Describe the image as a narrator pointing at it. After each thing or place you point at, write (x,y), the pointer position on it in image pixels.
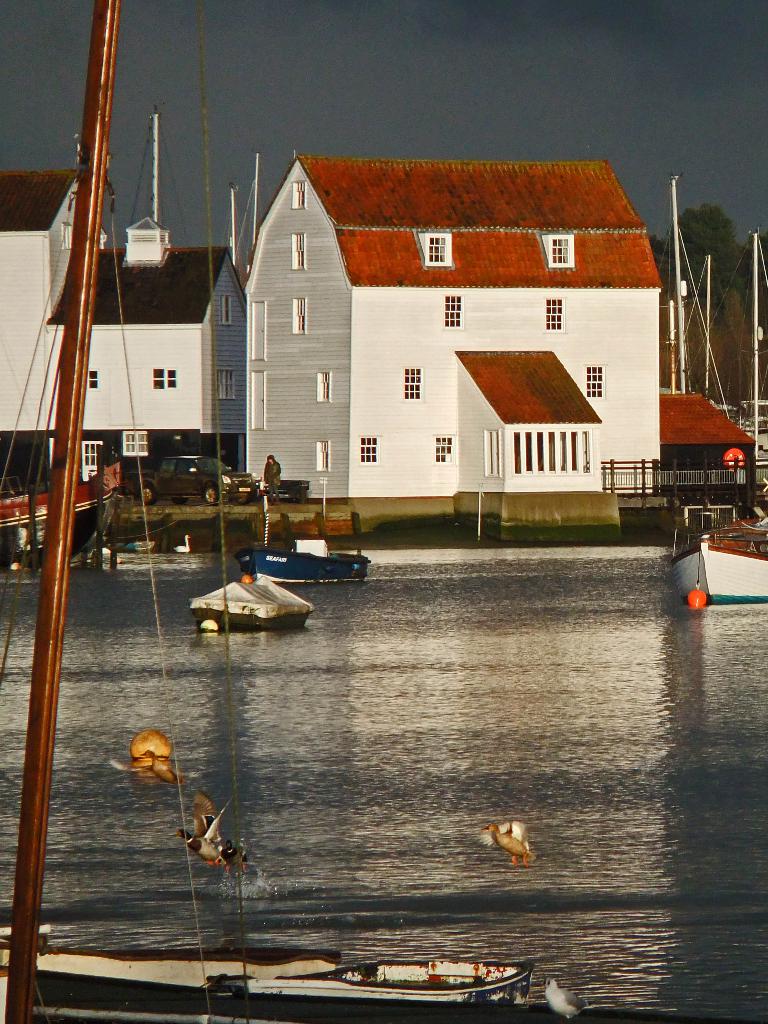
In this picture we can see a few boats (43,505) in the water (649,996). We can see birds (196,832) flying in the air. There is a person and a car (148,487) is visible on the path (271,503). We can see a few poles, houses (651,398) and a tree (727,281) is visible in the background (653,246).
